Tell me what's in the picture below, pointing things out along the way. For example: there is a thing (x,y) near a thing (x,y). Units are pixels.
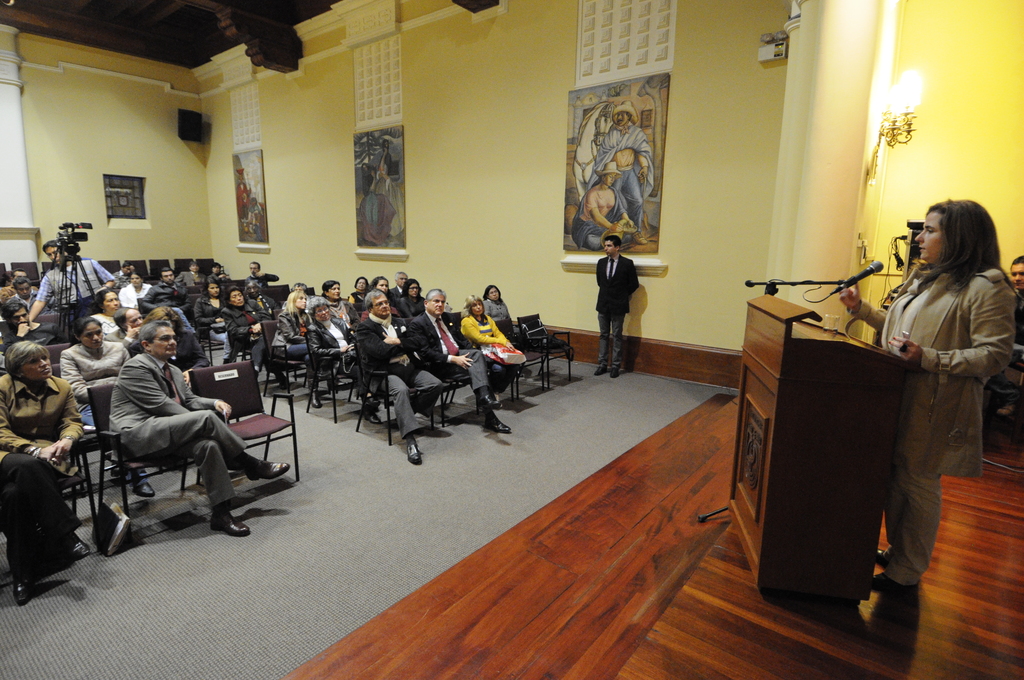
In this image we can see there are so many people (176,305) sitting on chairs (233,399) where we can see a man (46,249) standing along with camera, also in front of them there is a lady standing on stage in front of desk table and speaking on a microphone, beside them there are some other people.
